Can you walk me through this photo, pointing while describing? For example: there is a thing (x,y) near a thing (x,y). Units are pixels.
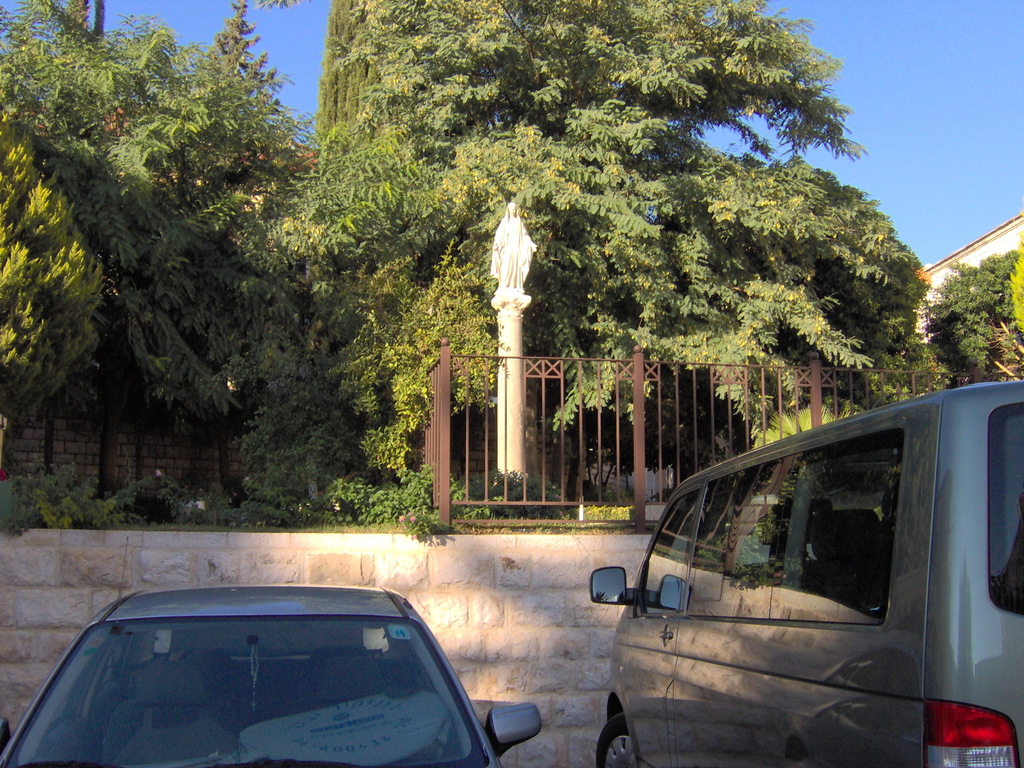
In the image there are two vehicle (902,518) parked in front of a wall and on the wall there are many trees (277,293) and there is a sculpture (516,233) in front of one of the tree (560,308), around that sculpture (517,407) there is a fencing (695,412).
